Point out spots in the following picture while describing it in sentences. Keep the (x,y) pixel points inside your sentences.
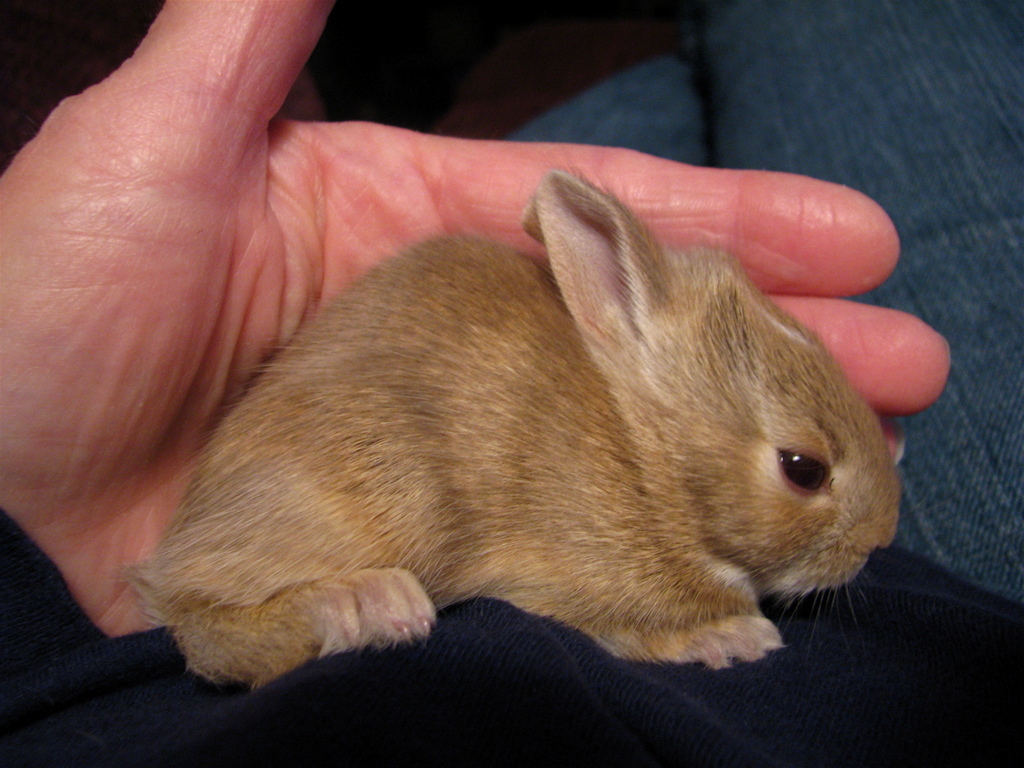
In this image there is a rabbit (419,563) on the body (790,59) of a person (790,59).
